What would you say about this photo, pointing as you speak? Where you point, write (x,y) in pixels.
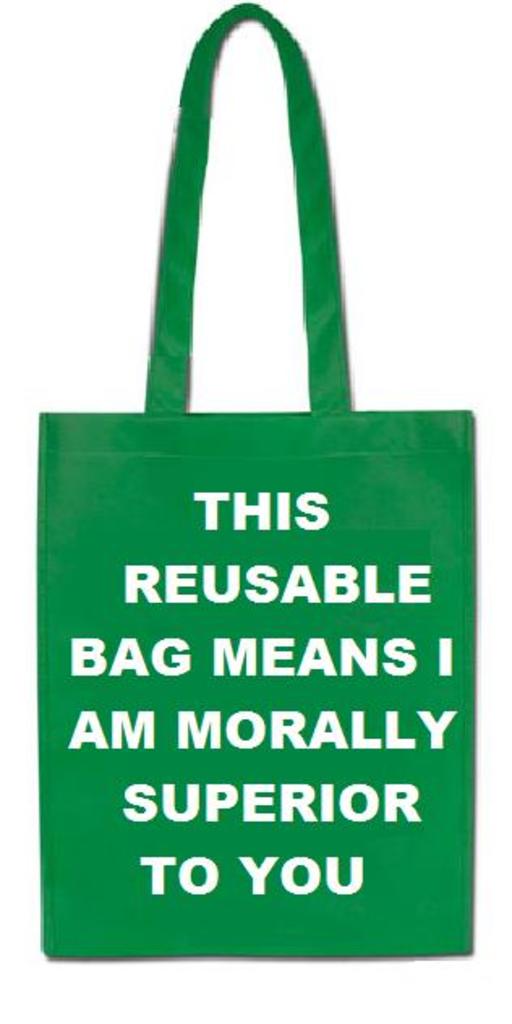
This picture contains bag (328,917) which is green in color. On bag (241,476), it is written as "this reusable bag means I am morally superior to you".
